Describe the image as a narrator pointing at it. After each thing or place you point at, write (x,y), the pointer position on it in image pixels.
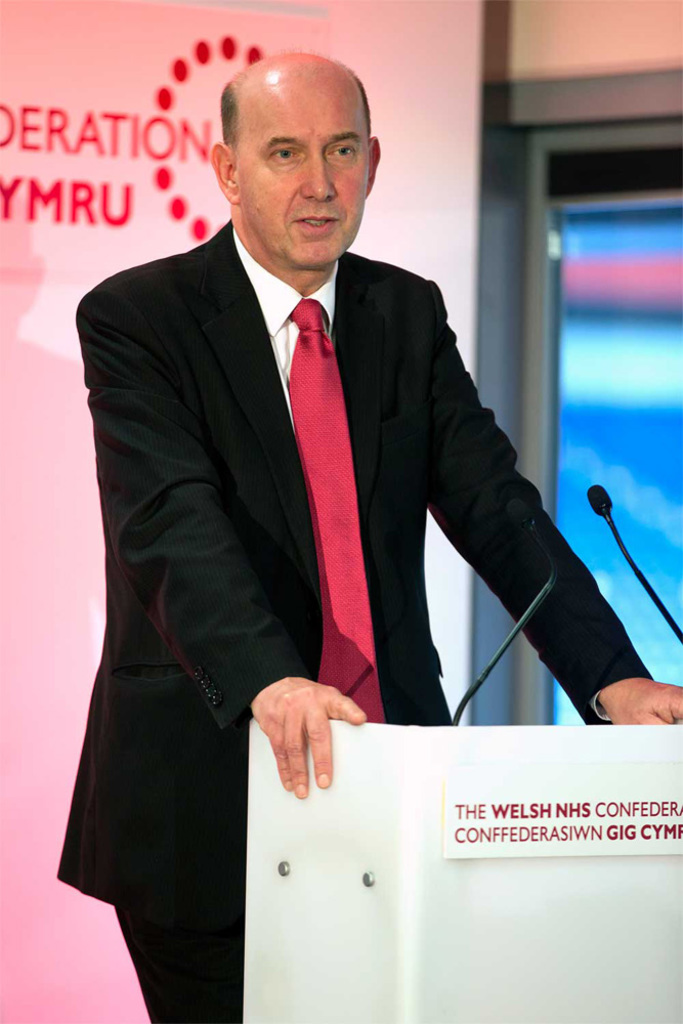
In this image in the front (460,748) there is a podium (517,904) with some text (520,816) written on it. On the top of the podium (399,753) there are mics (503,643). In the center (299,442) there is a person (293,494) standing. In the background (159,144) there is a board (126,173) with some text (75,194) written on it which is pink in colour and there is a glass (585,348) and wall (535,46).
